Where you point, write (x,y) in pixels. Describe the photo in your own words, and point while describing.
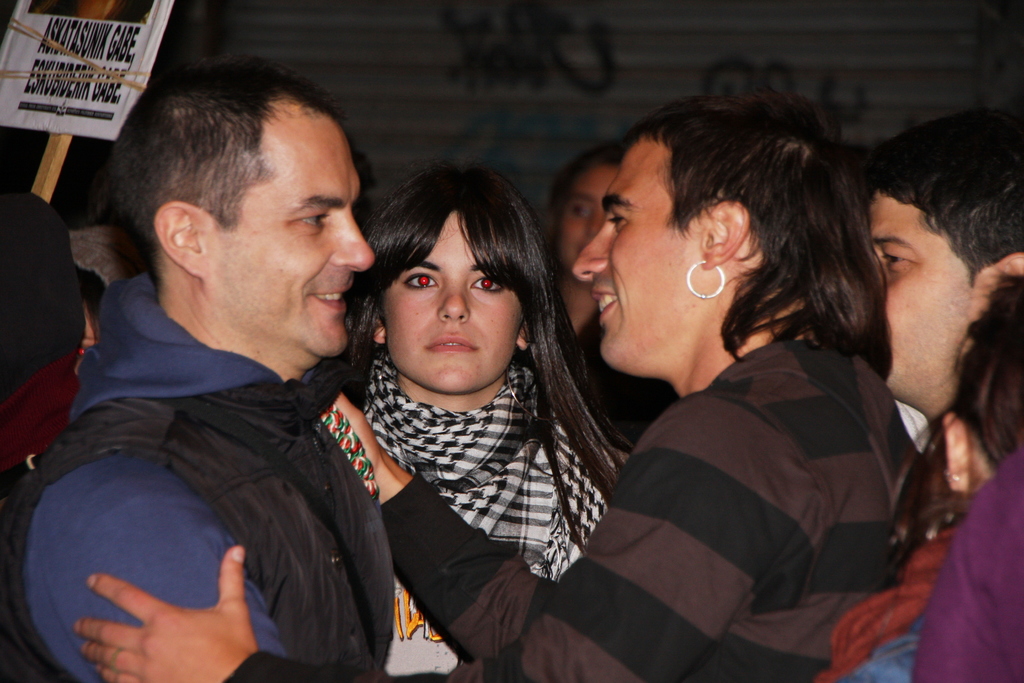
In this image we can see a group of people (523,320). One person (331,366) is wearing a blue shirt (165,484). One person (769,460) is wearing a ring (698,273) on his ear (720,255). A woman (515,422) with long hair (591,471) is wearing a scarf (477,497) on her neck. In the background (83,87), we can see a board (73,103) with some text (104,99) on it.
